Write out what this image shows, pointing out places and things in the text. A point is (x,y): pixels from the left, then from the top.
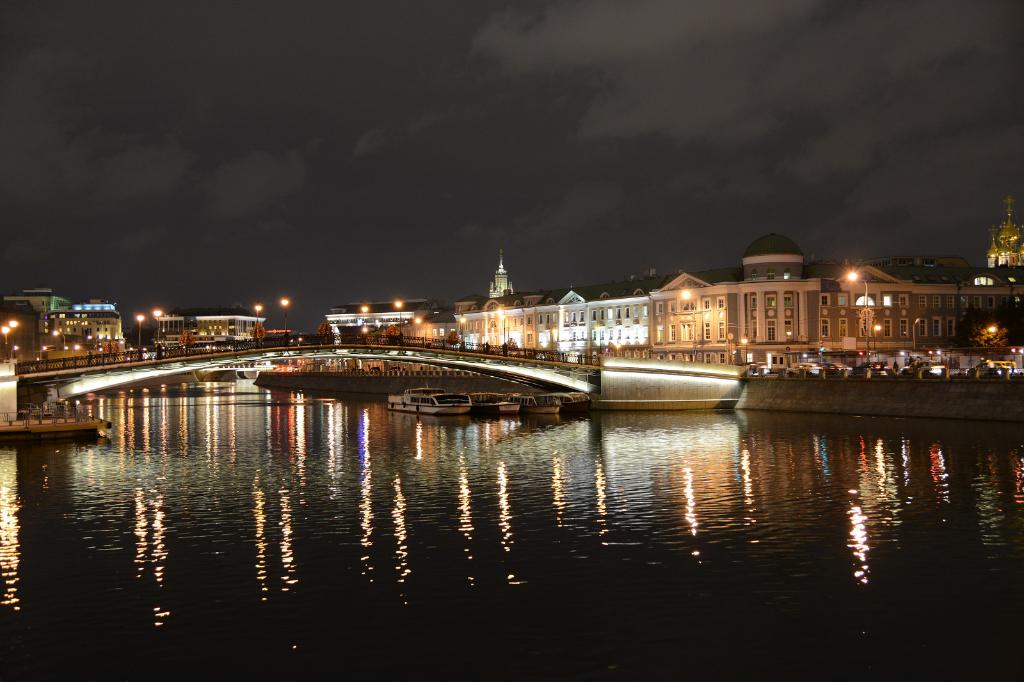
In this image we can see buildings (740,300), electric lights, street poles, boats (449,404), bridge (180,371), river (561,417) and sky (448,251) with clouds (575,251).
